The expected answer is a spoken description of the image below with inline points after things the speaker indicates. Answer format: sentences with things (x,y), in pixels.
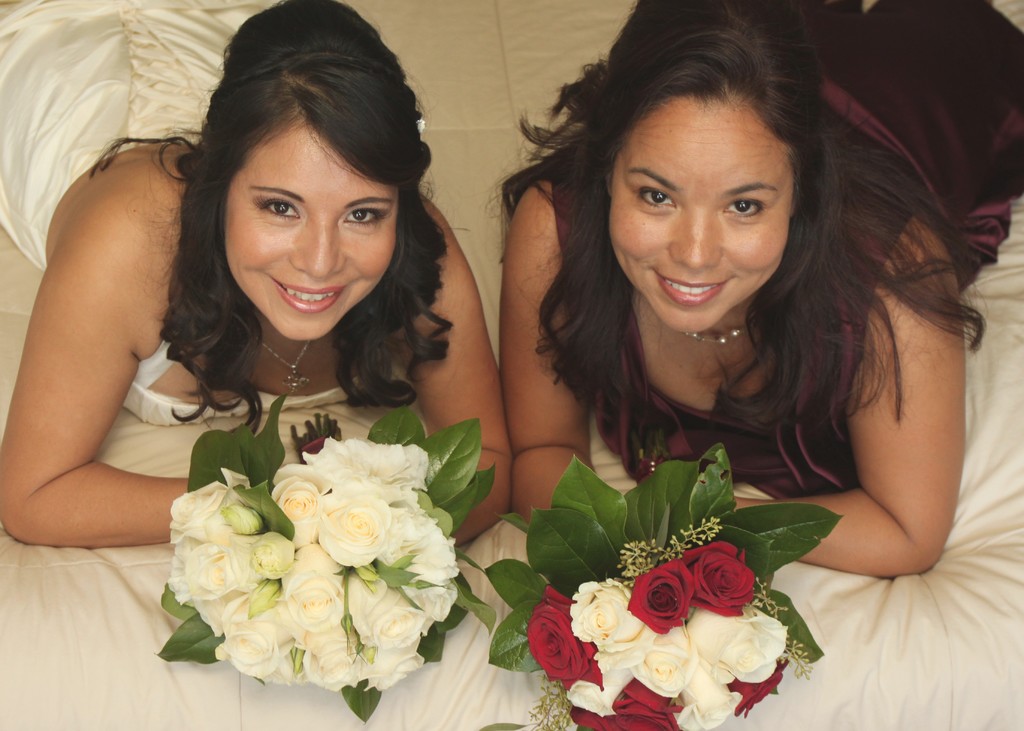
In this image there are two women (874,38) one on the left side (185,14) and one on the right side (683,32). Those both are holding the set of flower (377,428).
